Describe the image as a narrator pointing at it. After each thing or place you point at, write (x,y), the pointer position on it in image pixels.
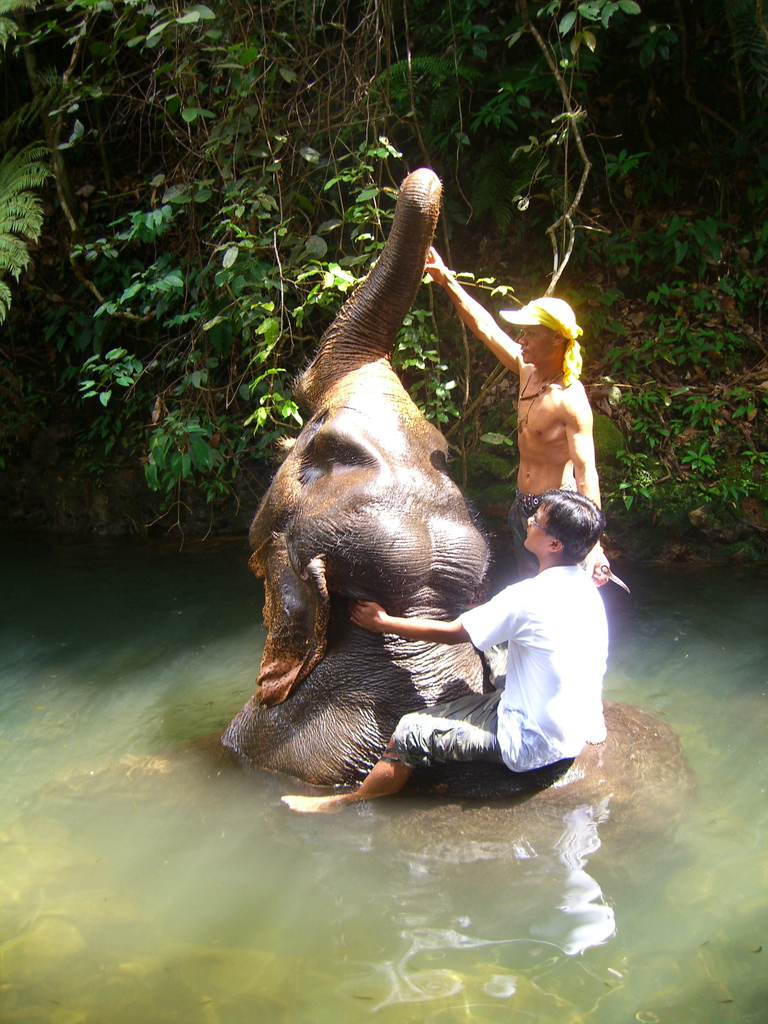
In this picture there is an elephant (346,767) in a lake (568,818). There are two persons (523,593), one person (524,603) sitting on it, another person (592,499) standing on it and holding its trunk (404,229). In the background (252,81) there are group of trees (520,86).
